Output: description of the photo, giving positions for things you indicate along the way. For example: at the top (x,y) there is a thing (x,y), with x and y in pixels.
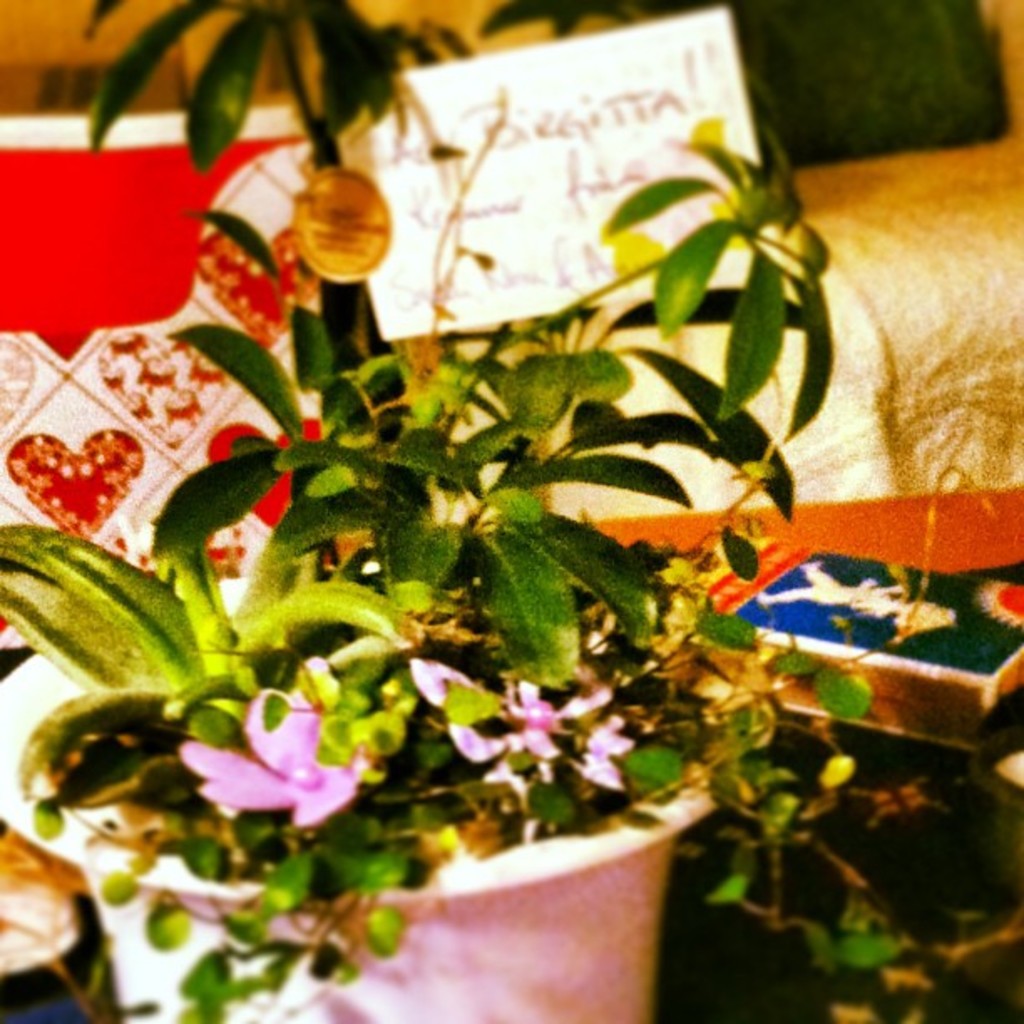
At the bottom (98,903) the image there is a pot (95,871) with plant (318,547). And there is a plant (317,131) with leaves (773,200) and flowers (255,774). Beside the pot (389,971) there is a match box (931,621). In the background (92,229) there are few items (528,132).
